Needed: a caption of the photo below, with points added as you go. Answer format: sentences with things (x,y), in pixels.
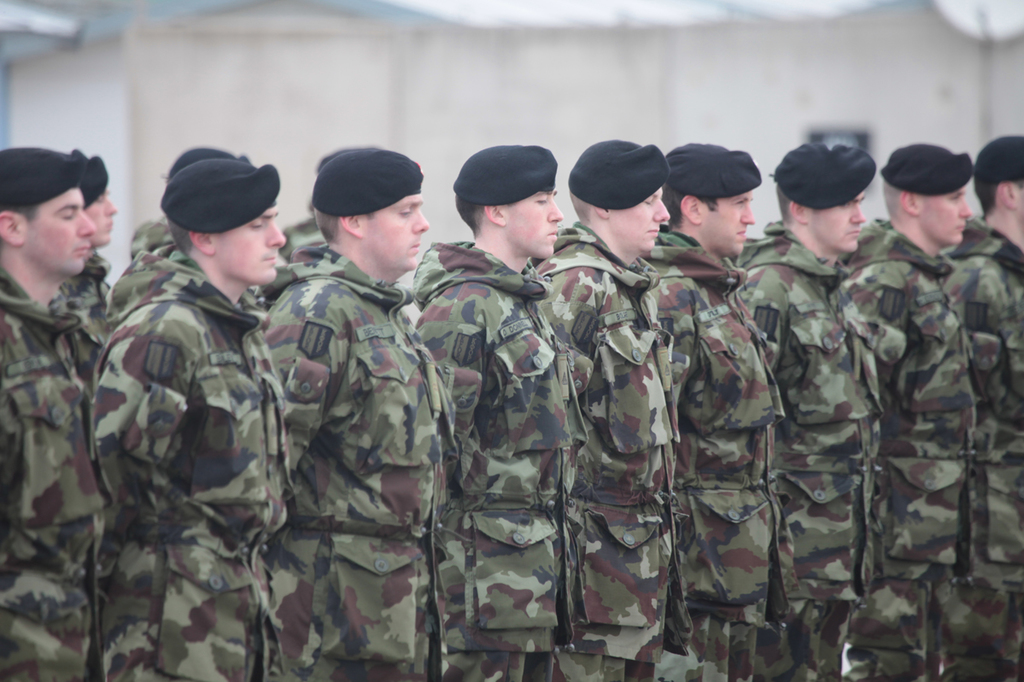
In this image we can see a group of people (656,478) standing in a row wearing the caps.
